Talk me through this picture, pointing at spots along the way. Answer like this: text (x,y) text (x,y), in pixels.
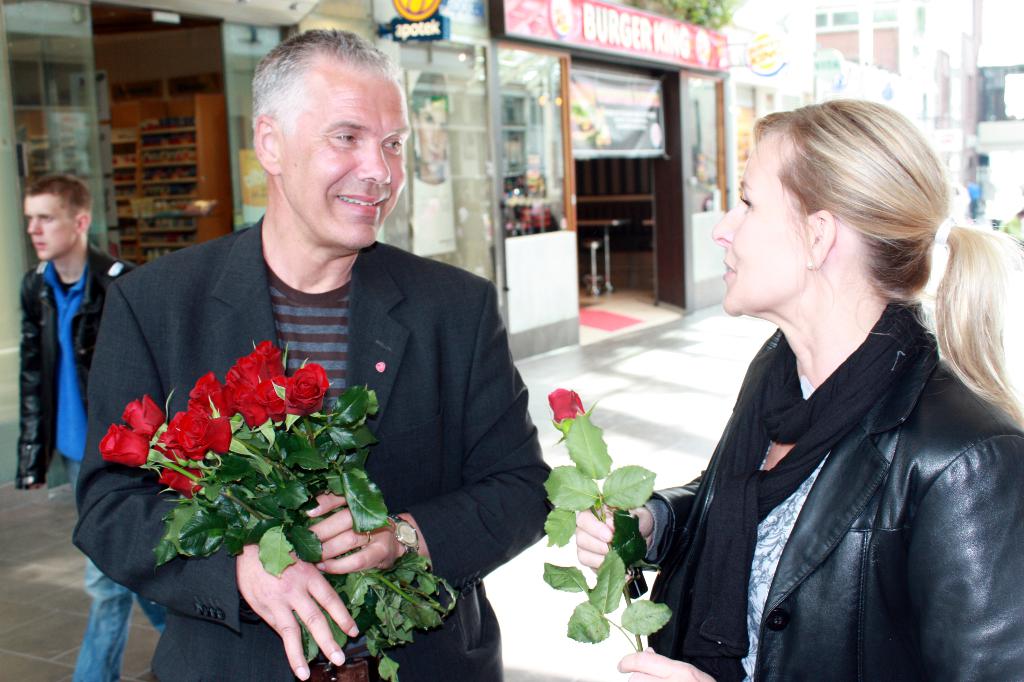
In this picture I can see a man (211,672) on the left side (292,480) and there is a bunch of rose flowers (347,405) in his hands (420,544). He is wearing a suit (195,567) and there is a smile on his face (356,183). I can see a woman (809,183) on the right side (896,424) is wearing a black color jacket (978,531) and she is holding a rose flower (561,537) in her hand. I can see another man (69,473) walking on the left side (33,241). I can see a wooden shelf (192,228) on the top left side (226,196). I can see the buildings (830,44) on the top right side (921,68).
